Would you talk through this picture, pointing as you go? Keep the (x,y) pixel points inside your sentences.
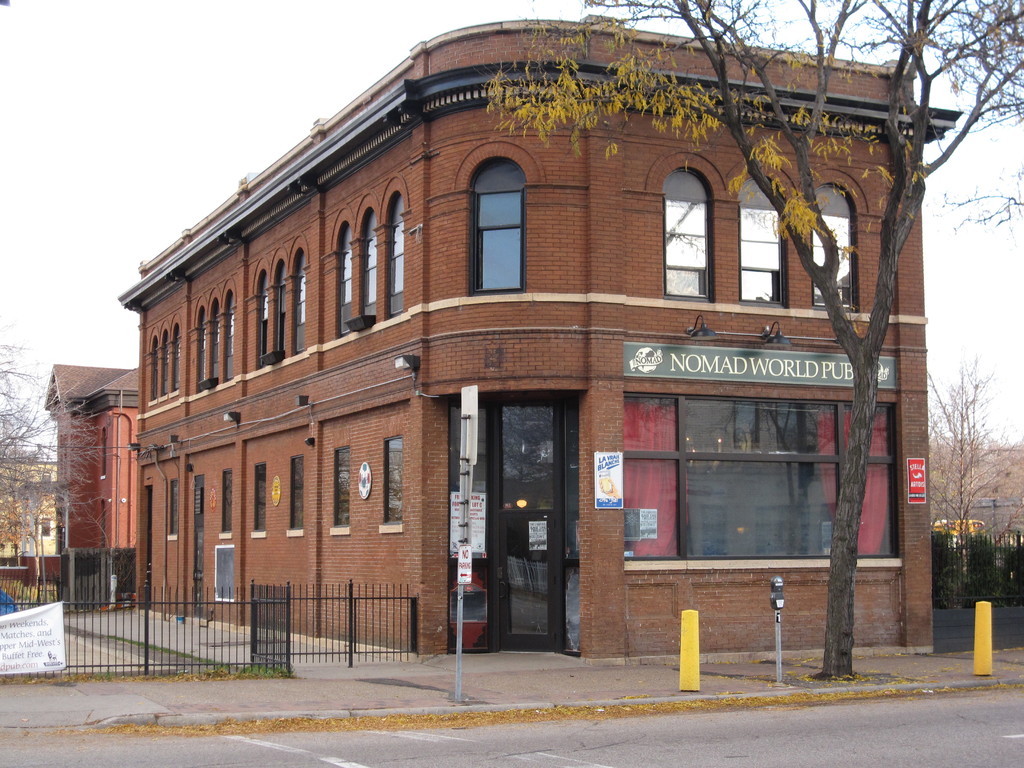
In this picture we can find few buildings (201,422), trees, fence (398,651) and sign boards (59,627), and also we can see few metal rods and lights (405,367).
